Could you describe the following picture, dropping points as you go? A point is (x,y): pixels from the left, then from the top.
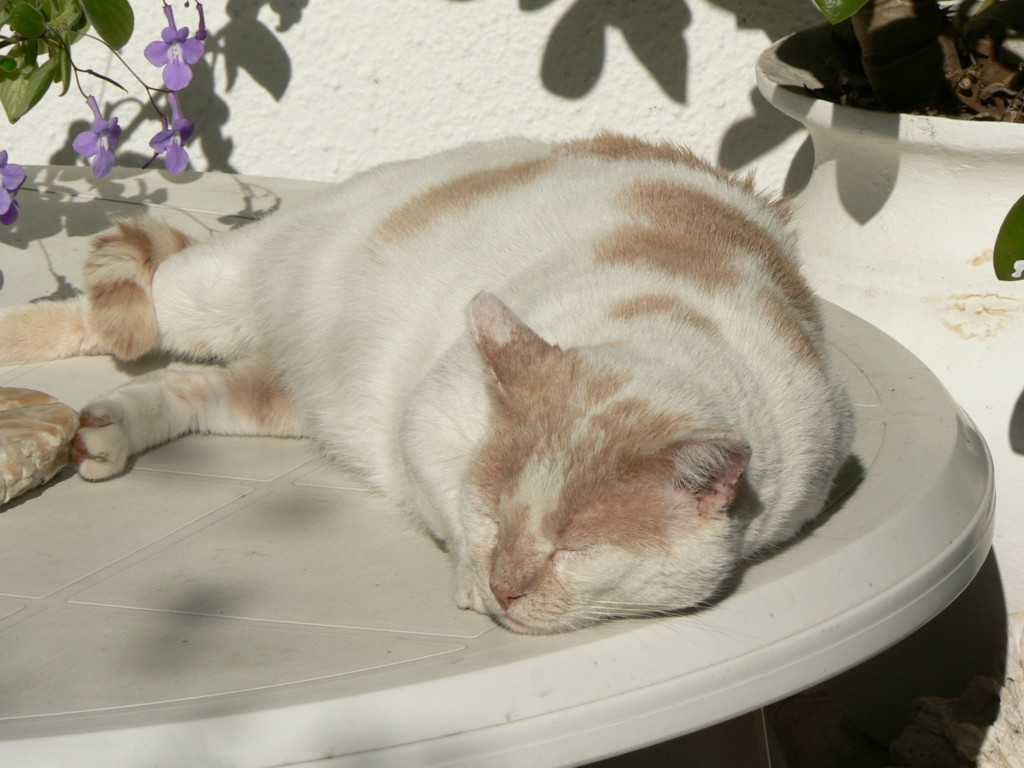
In this image I can see a white colour table (732,629) and on it I can see a cream and white colour cat (439,311). On the both sides of the image I can see leaves (12,57) and on the top left side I can see few purple flowers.
